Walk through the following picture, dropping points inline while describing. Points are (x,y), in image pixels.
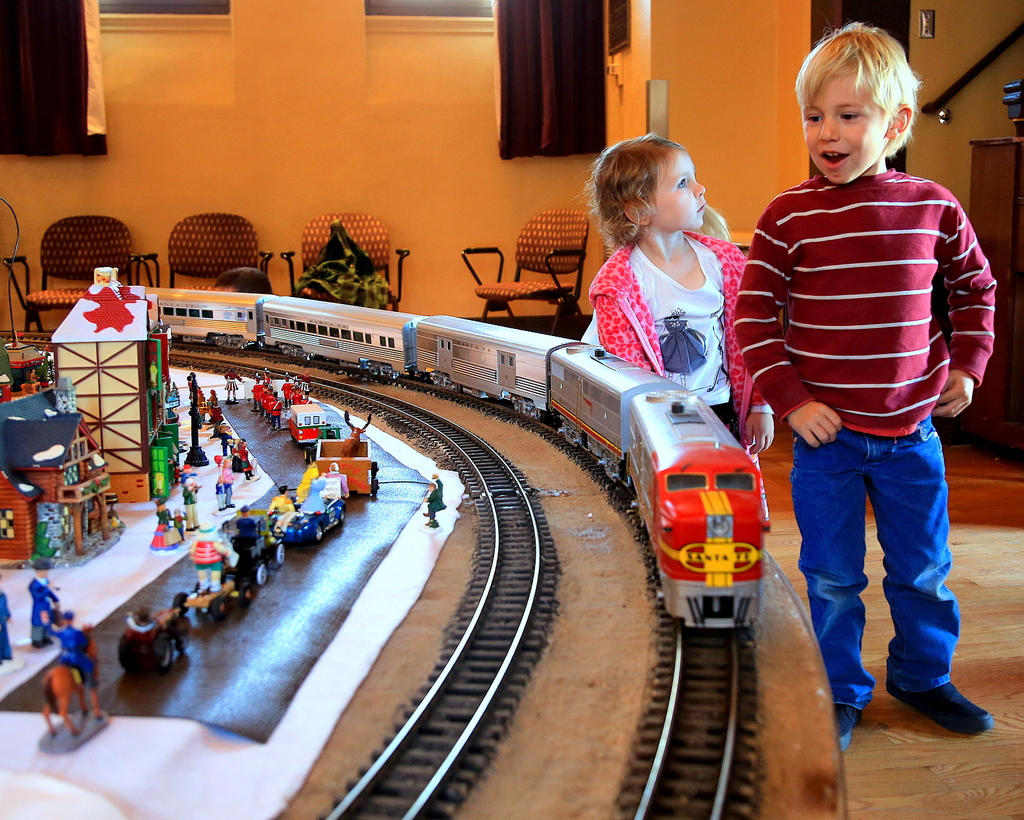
In this image I can see two people (858,313) with different color dresses (813,379). To the side of these people (770,424) I can see the miniature (562,348) of houses (86,468), many people (160,544), vehicles (267,567) and the train (563,430) on the track (690,741). In the background (1009,218) I can see the chairs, cupboard (993,231), curtains (541,46) and the wall (260,91).
